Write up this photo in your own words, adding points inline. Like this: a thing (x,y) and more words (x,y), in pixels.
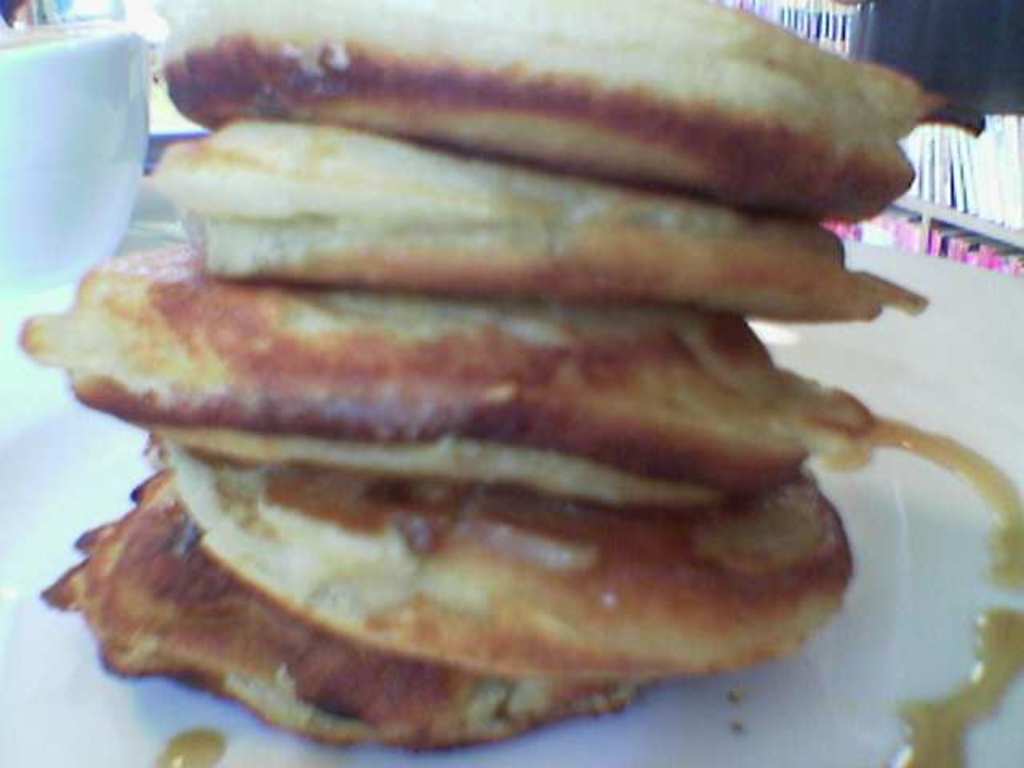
In this image there is some food item (415,369) on a plate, beside the plate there is a coffee cup (61,267) on the table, in front of the table (959,283) there are some books (862,235) on the bookshelf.
